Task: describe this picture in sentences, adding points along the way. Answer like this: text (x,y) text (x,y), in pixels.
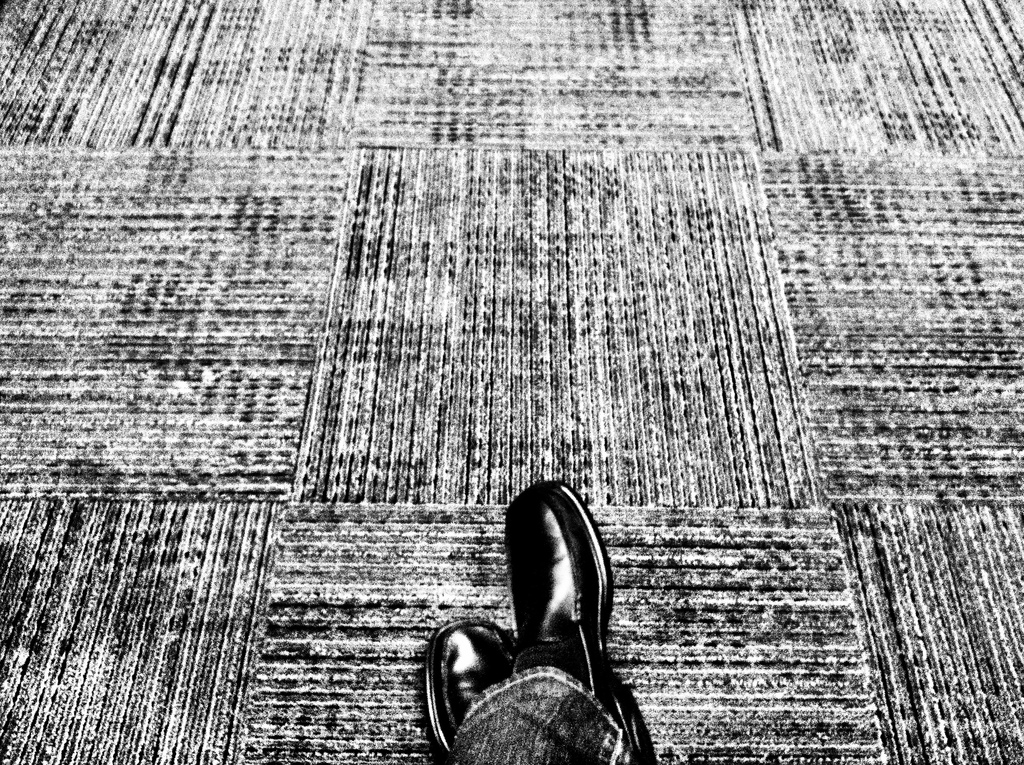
In this image we can see the legs (537,613) of the person (541,610) on the floor (655,344).
